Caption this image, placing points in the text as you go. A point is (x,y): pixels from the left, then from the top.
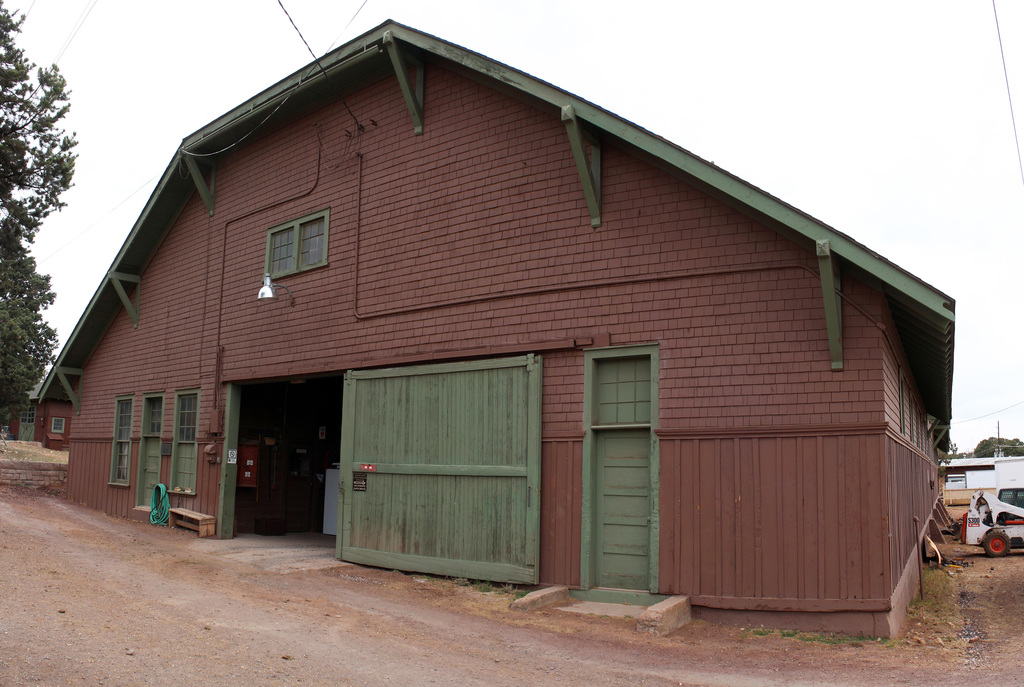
In this picture, we can see houses (574,378), ground (1023,562) and some objects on it like a bench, and we can see vehicle (996,545), trees (954,452), light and the sky (835,177).
